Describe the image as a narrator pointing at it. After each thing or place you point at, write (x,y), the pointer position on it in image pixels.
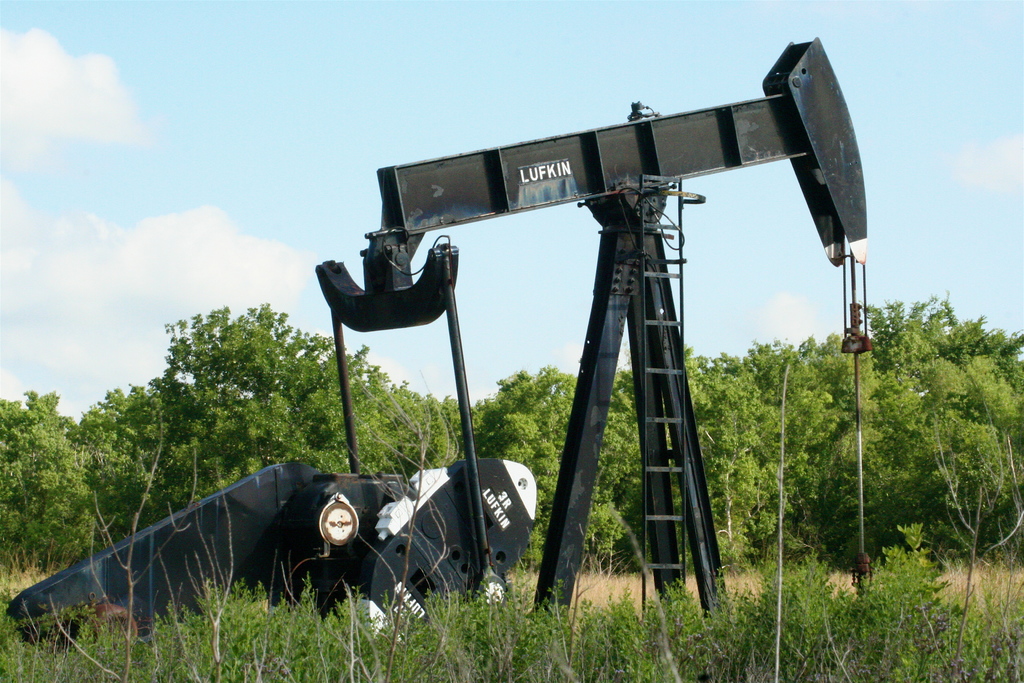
In this image I can see some object (561,514) on the grass ground (825,656) at the back (102,504) there are so many trees (76,493).
